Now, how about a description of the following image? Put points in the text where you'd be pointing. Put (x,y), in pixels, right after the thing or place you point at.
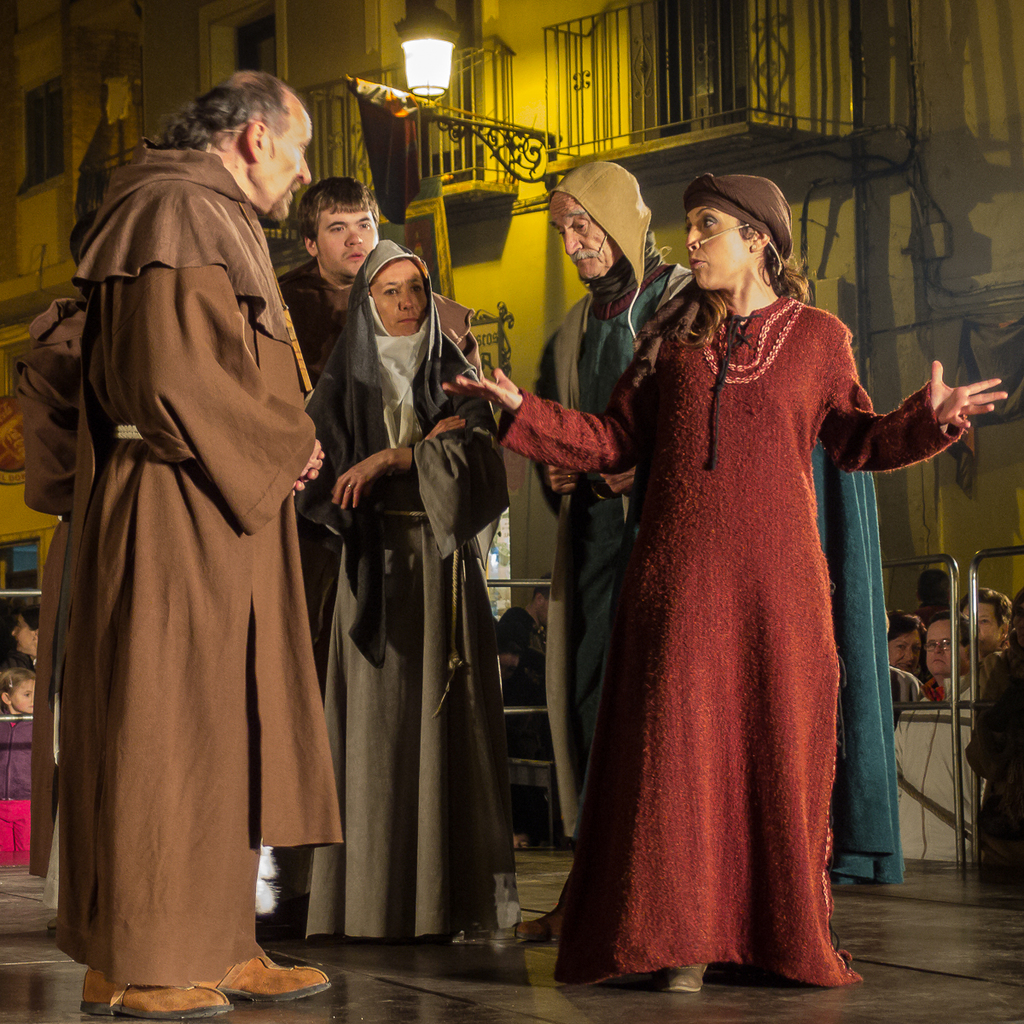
In this picture, there are people (338,292) wearing ancient costumes (470,671). Among them, there are two woman (693,634) and remaining are men (346,244). At the bottom left (29,702) and right, there are people (897,653). On the top (480,128), there is a building (594,139) with hand-grill (571,42) and light (428,84).
